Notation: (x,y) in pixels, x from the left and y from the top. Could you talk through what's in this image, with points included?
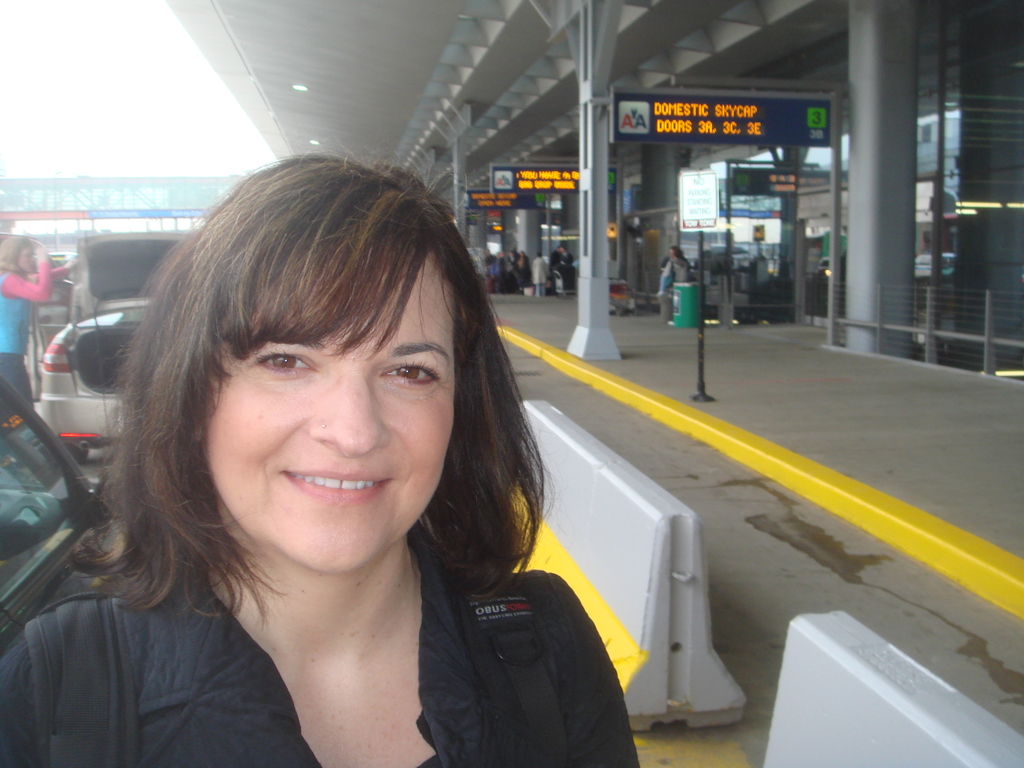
In this image we can see people (371,367) and there are vehicles (13,514). There is a platform (787,352) and we can see boards (639,133). There are railings (952,305) and we can see a bin (689,320). In the background (190,153) there is sky (165,76).
